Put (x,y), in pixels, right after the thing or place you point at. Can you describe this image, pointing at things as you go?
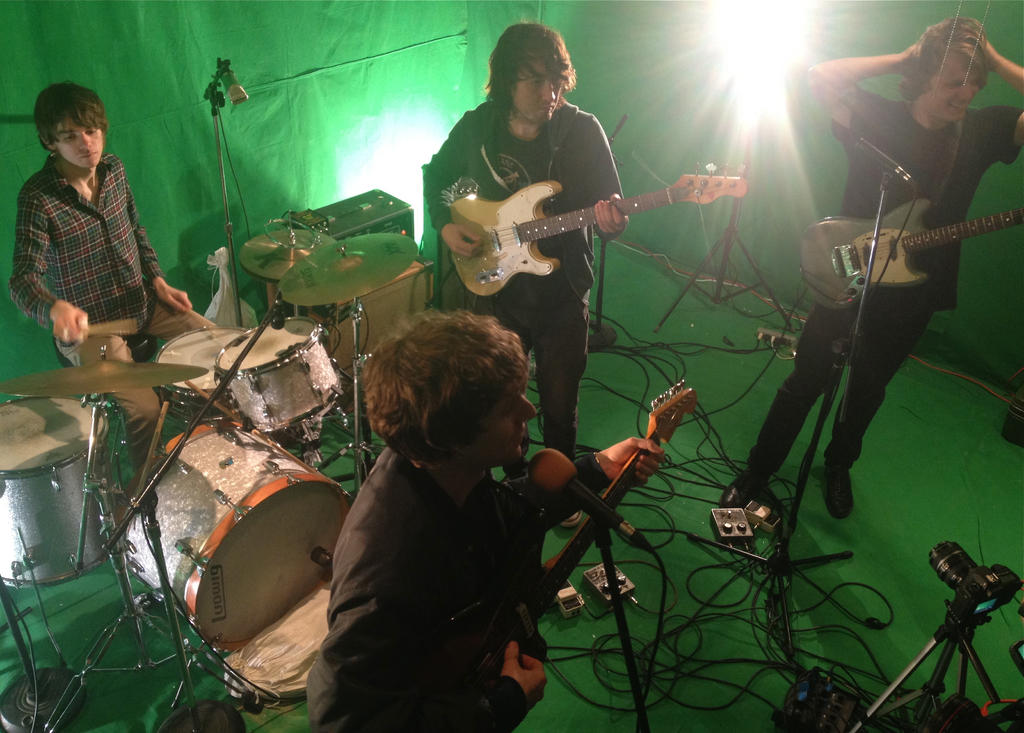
In this picture we can see four persons (893,101) playing musical instruments (292,235) such as drums (303,324), guitar (496,246) and here person (482,415) singing on mic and in front of them we have wires (742,558), camera (957,575) and in background (303,28) we can see green color cloth (425,26), light (708,60).
